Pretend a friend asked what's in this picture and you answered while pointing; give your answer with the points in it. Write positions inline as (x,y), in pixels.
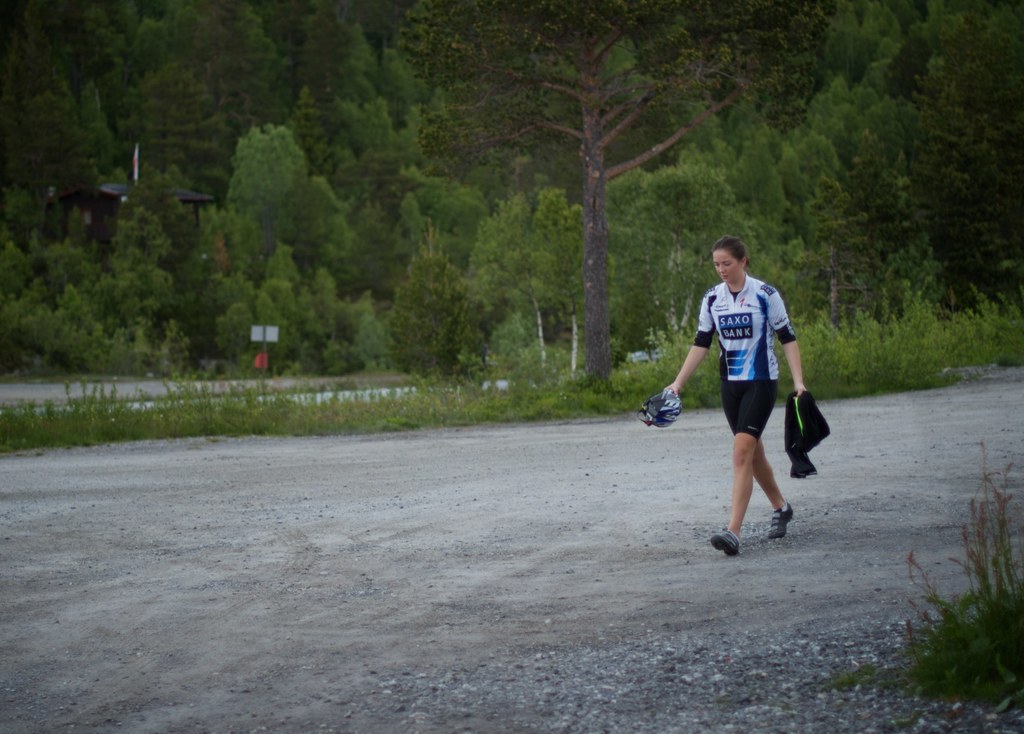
In this image, we can see a person (766,360) holding some objects (653,398). We can see the ground (418,440). We can see some grass (586,400), plants (602,393) and trees (334,128). We can also see a pole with a board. We can see the shed (98,202).
